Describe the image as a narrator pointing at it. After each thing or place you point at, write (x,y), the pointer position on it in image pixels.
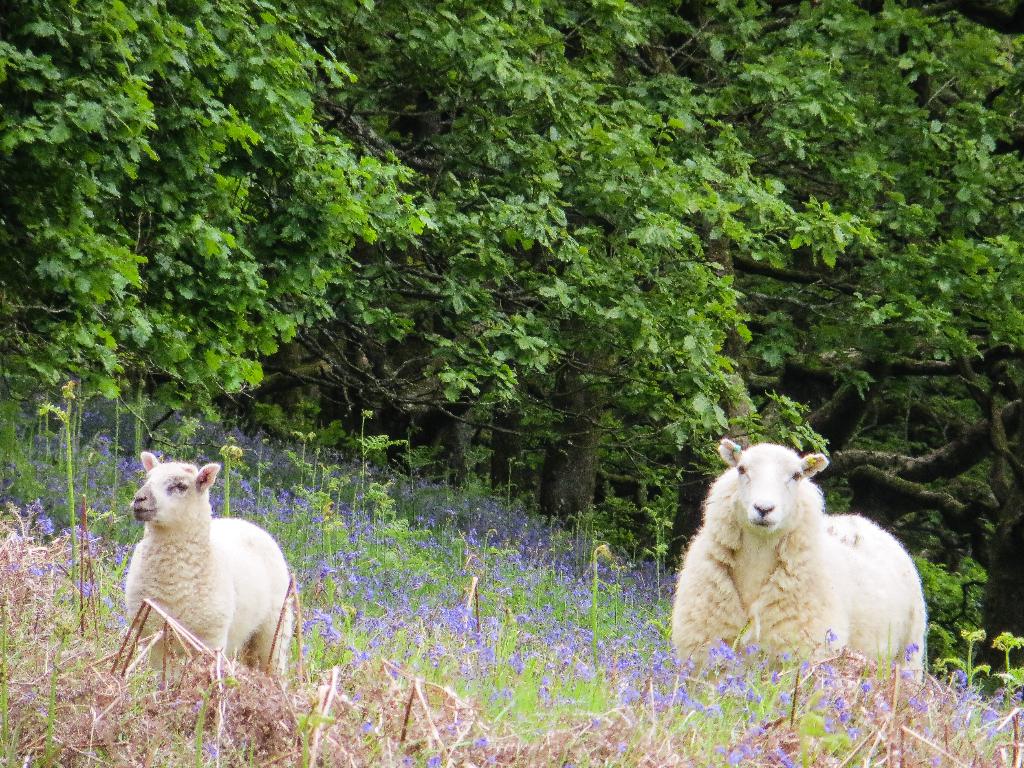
In this image I can see two animals (793,491) which are in cream color. These are on the grass (510,643). I can see the purple color flowers (436,627) to the grass (345,494). In the background (491,189) there are many trees (491,189).
